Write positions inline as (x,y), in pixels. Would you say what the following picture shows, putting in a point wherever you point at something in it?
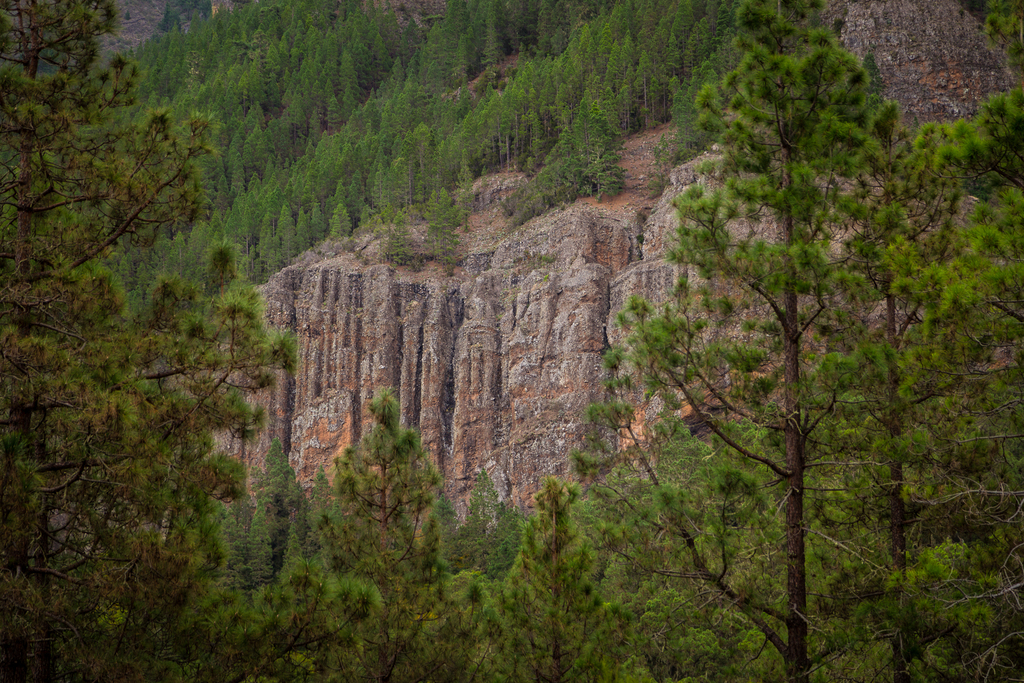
This image is taken outdoors. In this image there are many trees (773,193) and plants (205,321) with green leaves (440,569), stems (805,543) and branches (188,137). In the middle of the image (514,384) there is a rock (616,236).
